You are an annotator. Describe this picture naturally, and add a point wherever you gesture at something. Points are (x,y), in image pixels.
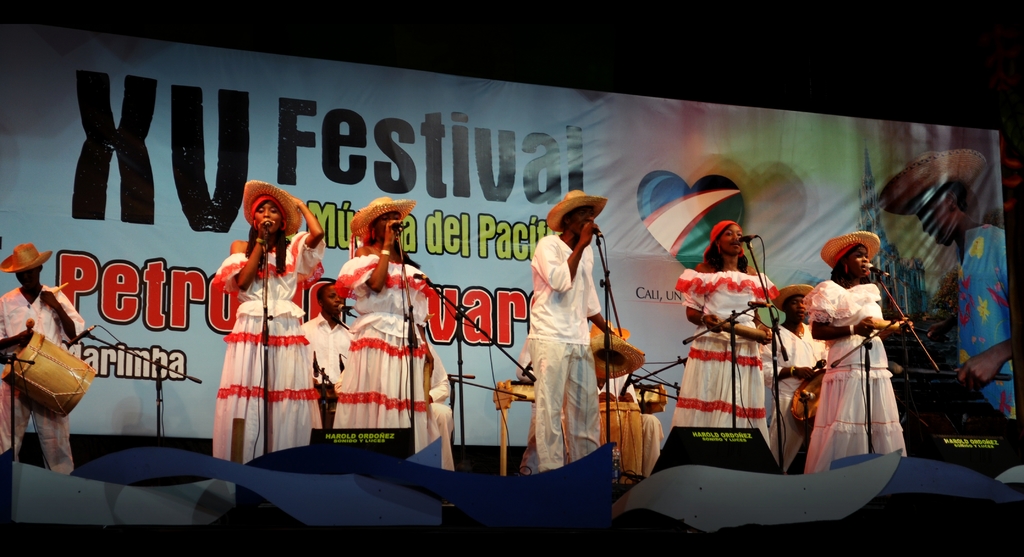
There are four women (393,284) and the man (585,350) standing and singing a song. These are the mics (626,390) attached to the mike stands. I can see a person (614,397) sitting and playing a musical instrument (626,405). This looks like a banner (591,145). I think these are the speakers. Here is a person (17,289) standing and playing a musical instrument (41,371).
